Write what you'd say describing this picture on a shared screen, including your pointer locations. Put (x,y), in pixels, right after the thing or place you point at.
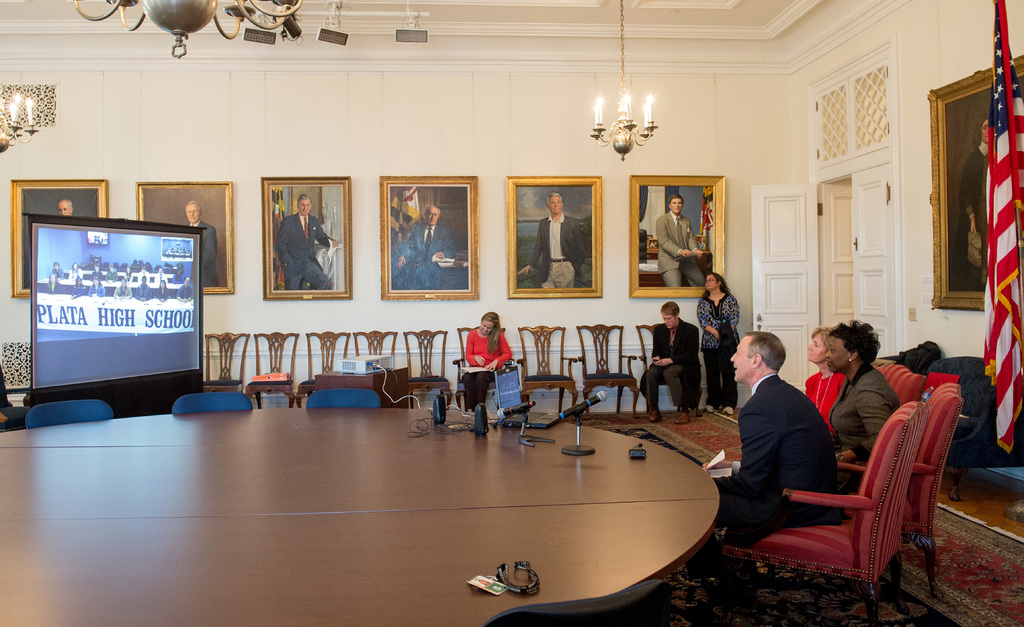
Different type of pictures (418,211) on wall (415,143). Lights (626,129) are attached to ceiling (644,17). These persons (788,449) are sitting on chairs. Beside this man (678,344) a woman (710,339) is standing. On this table (554,484) there is a mic (591,451), id card (493,585), laptop (516,417) and speakers (439,413). Far there is a screen (170,306), in this screen (58,329) persons (165,289) are sitting on chairs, on this table (129,305) there is a banner (140,326). Backside of this person's (832,422) there is a flag (1011,257). A floor (994,500) with carpet (983,561). On this table (373,380) there is a projector (374,370). This is white door (780,317) with handle (761,319).
